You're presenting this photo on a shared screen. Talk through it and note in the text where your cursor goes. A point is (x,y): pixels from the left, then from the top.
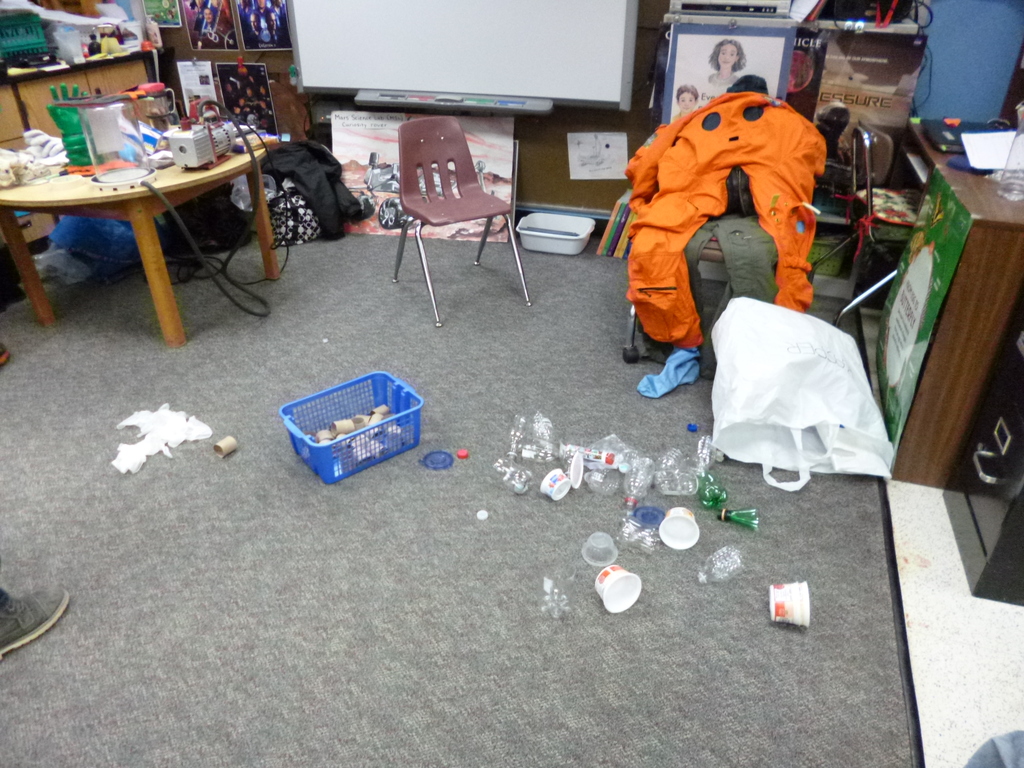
We can see cover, cups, bottles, baskets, books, clothes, bags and objects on the floor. We can see device (187,162), gloves (40,146) and objects (44,175) on the table (172,177) and chairs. We can see clothes (636,248) on chair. On the right side of the image (1023,146) we can see bottle (1012,163) and objects (966,135) on the table (946,169) and poster (936,283) attached on table (980,227), beside the table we can see desk (1021,569). In the background (223,66) we can see posters (353,128), white banner (560,73), board (301,23) and objects (140,32) on the platform (58,73).
